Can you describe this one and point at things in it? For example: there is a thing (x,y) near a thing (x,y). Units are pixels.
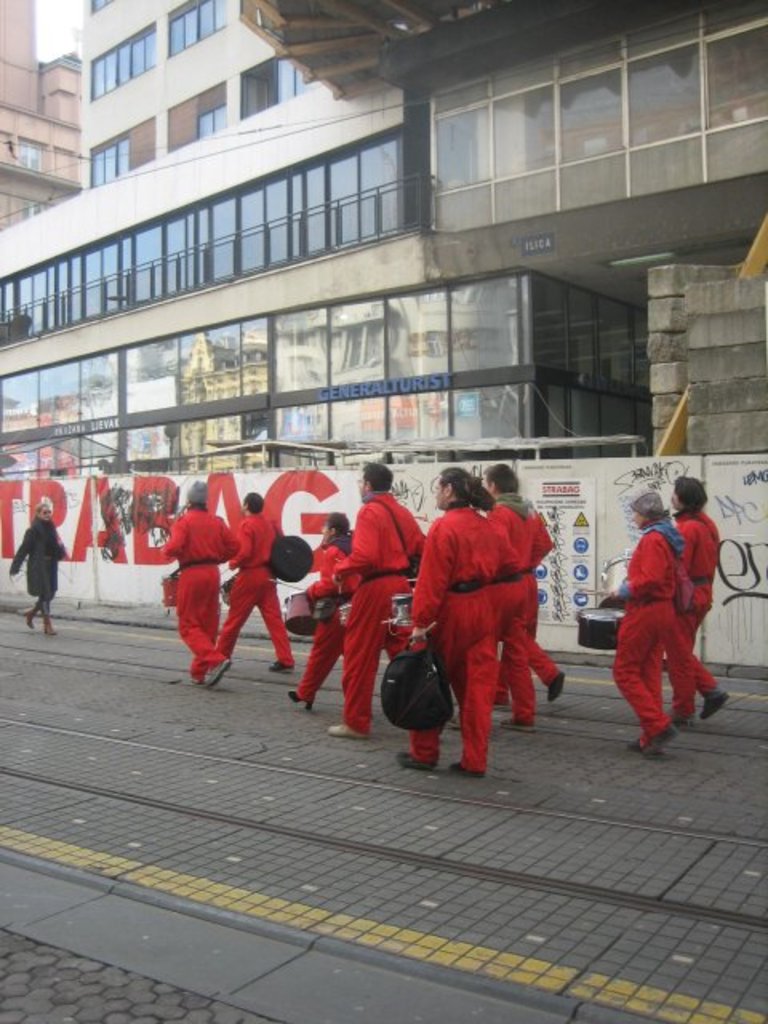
At the bottom of the image (220,728) on the floor (243,761) there are few people (428,578) walking. And they are playing musical instruments (301,617). Behind them there is a fencing wall (748,577) with posters (547,514) and text (168,481) on it. Behind the wall (182,478) there are buildings (426,227) with glass walls (394,192) and windows (351,360). And also there are names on the buildings (295,324).
